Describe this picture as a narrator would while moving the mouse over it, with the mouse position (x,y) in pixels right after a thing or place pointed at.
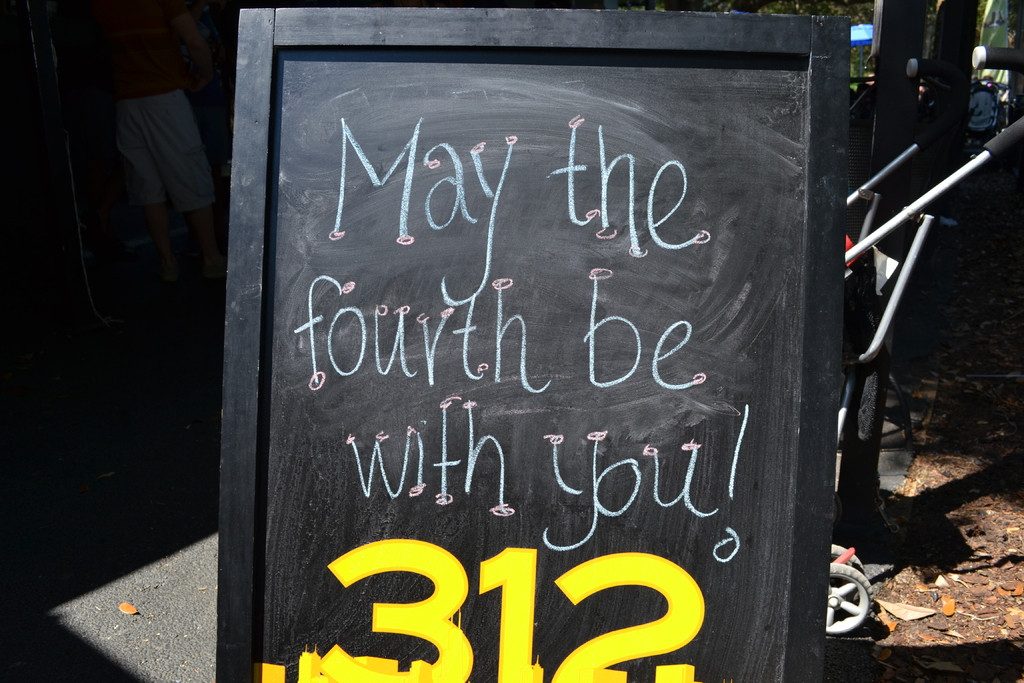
In the center of the image (567,299), we can see a board (380,290) with some text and numbers (490,560) and in the background (946,177), there are stands (946,177) and we can see trees (860,13). At the bottom (911,600), there is ground (965,633) and there is a person (134,159) standing on the road (93,594).
